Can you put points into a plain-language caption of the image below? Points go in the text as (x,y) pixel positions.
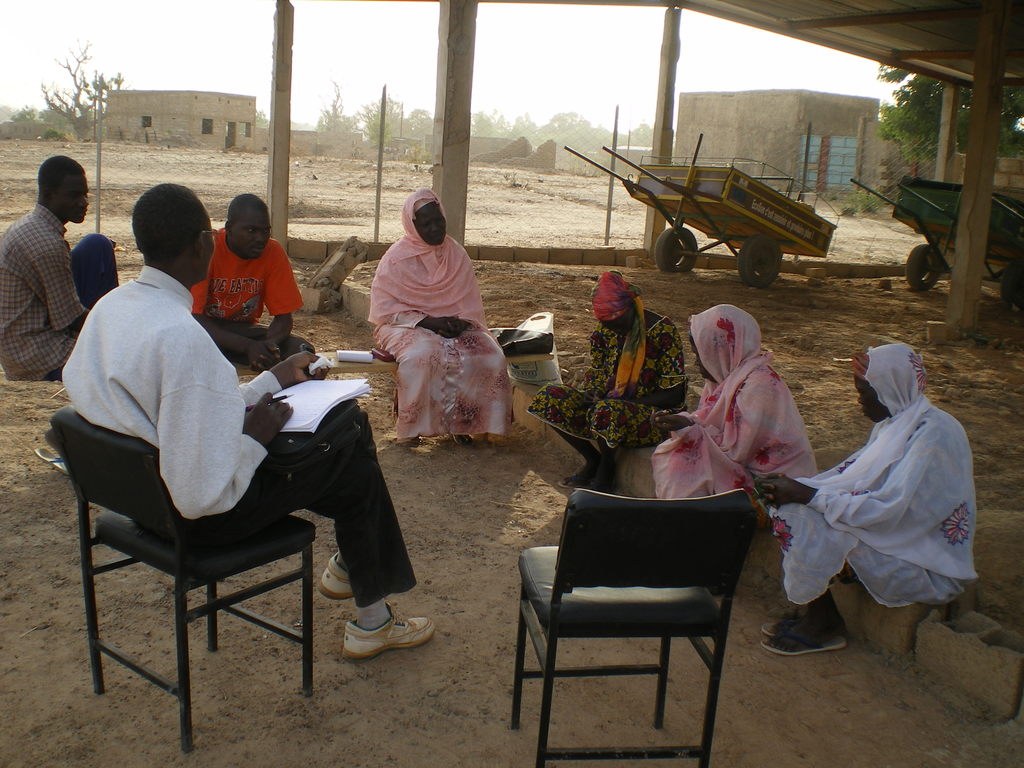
There are group of persons (496,414) in this image who are sitting on benches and blocks (365,302) except a white color shirt guy (221,465) who is sitting on the chair (184,650) and at the right side of the image (756,218) there is a vehicle (659,208) and at the left side of the image (212,142) there is a building (232,105) and trees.
